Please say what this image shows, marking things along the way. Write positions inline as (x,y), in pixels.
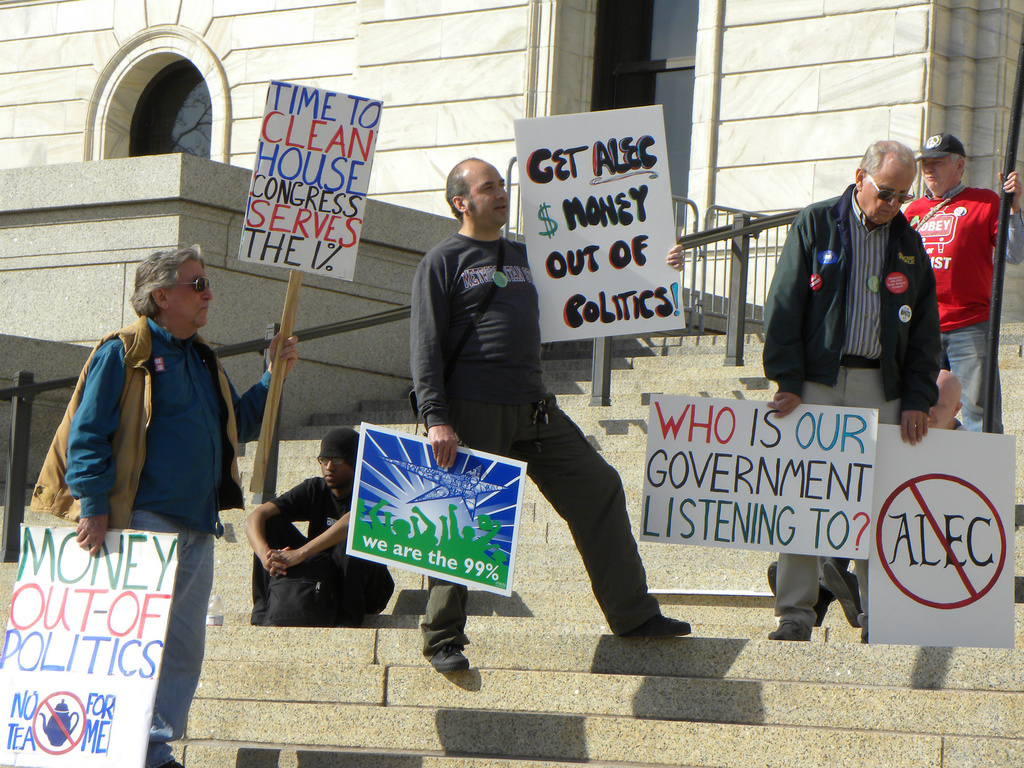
In the picture we can see a building (847,121) with a step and railing (8,463) to it, and on the steps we can see a man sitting wearing a black color T-shirt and cap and some people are walking and standing with some boards (91,652) in their hands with some information on it.
